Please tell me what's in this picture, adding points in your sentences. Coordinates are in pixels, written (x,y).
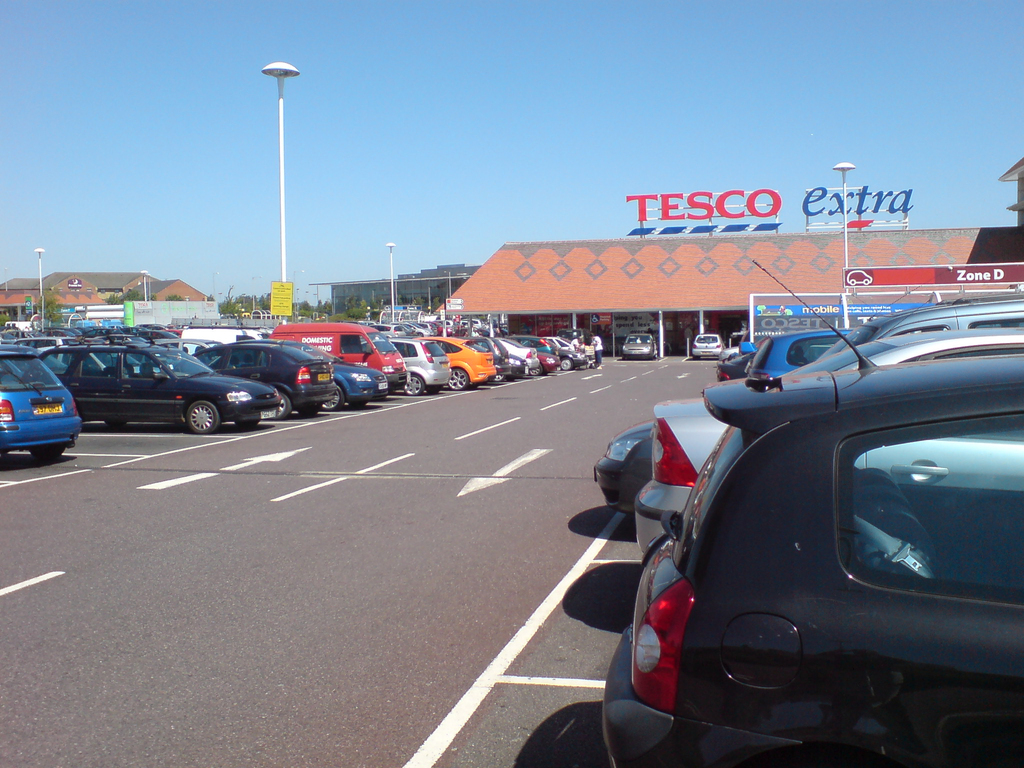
In this image I can see few vehicles (712,644) and I can also see few light poles (843,307), trees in green color, buildings (381,283) in gray and brown color. I can also see few boards (656,216) and the sky (377,113) is in blue color.
